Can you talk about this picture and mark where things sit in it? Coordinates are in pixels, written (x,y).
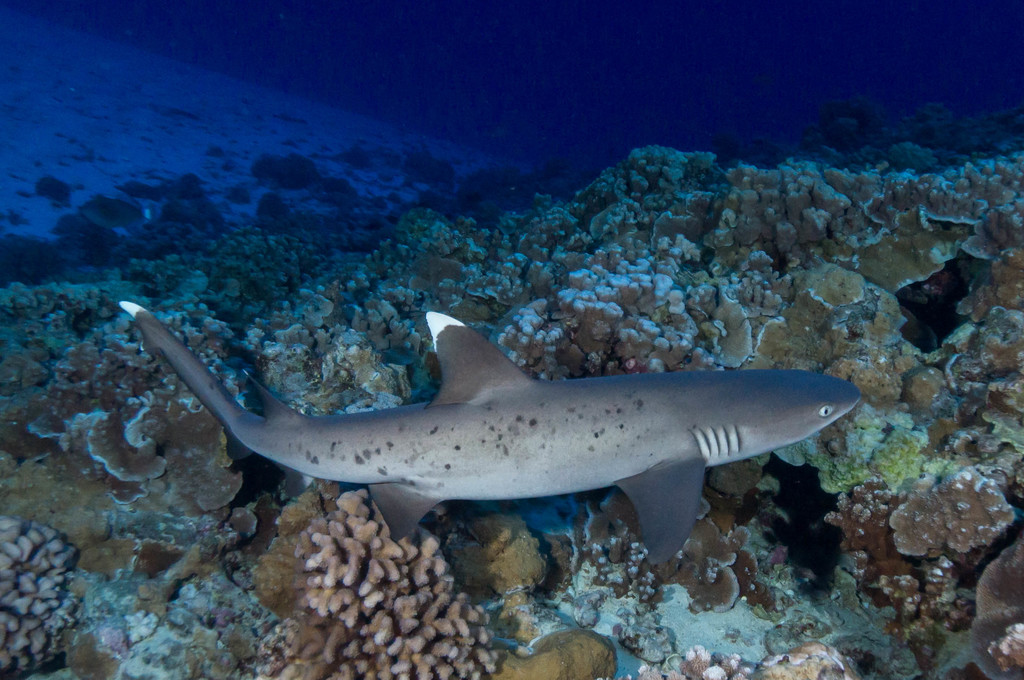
In this picture, we can see corals (206,613) and sea animal (624,388) in the water (44,236).
